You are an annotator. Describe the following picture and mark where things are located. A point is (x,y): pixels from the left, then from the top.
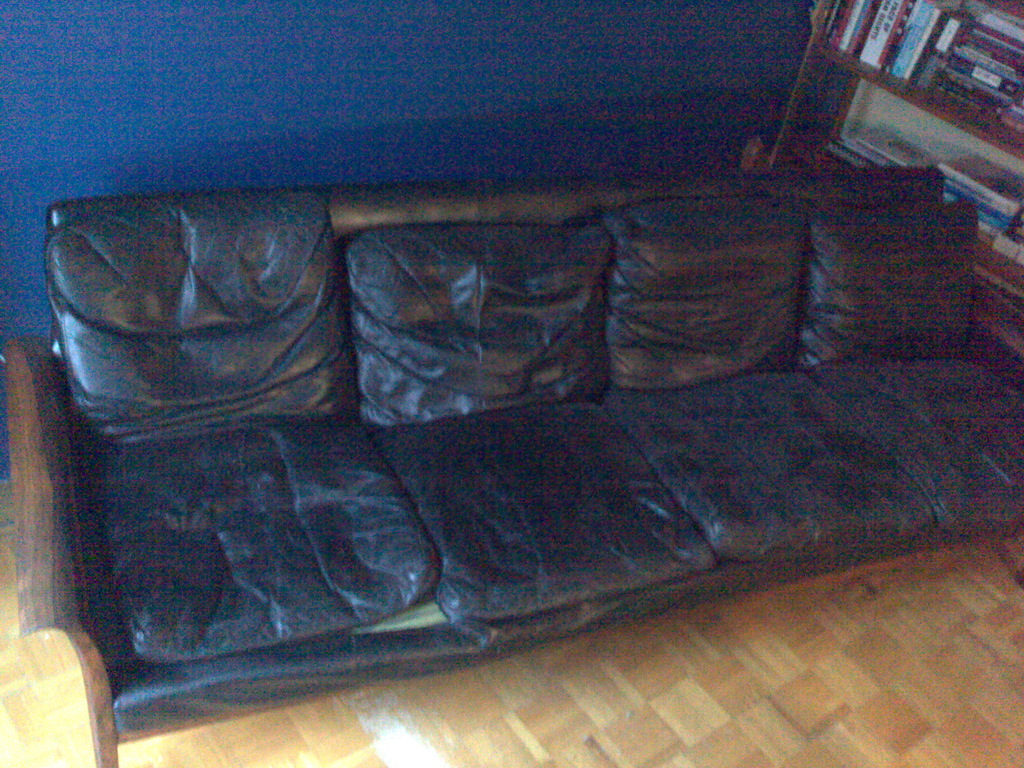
This is a picture of a living room (542,599). In the center of the picture (510,261) there is a black couch (432,557). On the top right (871,51) there is a closet (947,107) filled with books (943,44). On the top (285,60) there is a blue wall (288,62). On the foreground (767,684) floor (742,722) is in wooden color.
